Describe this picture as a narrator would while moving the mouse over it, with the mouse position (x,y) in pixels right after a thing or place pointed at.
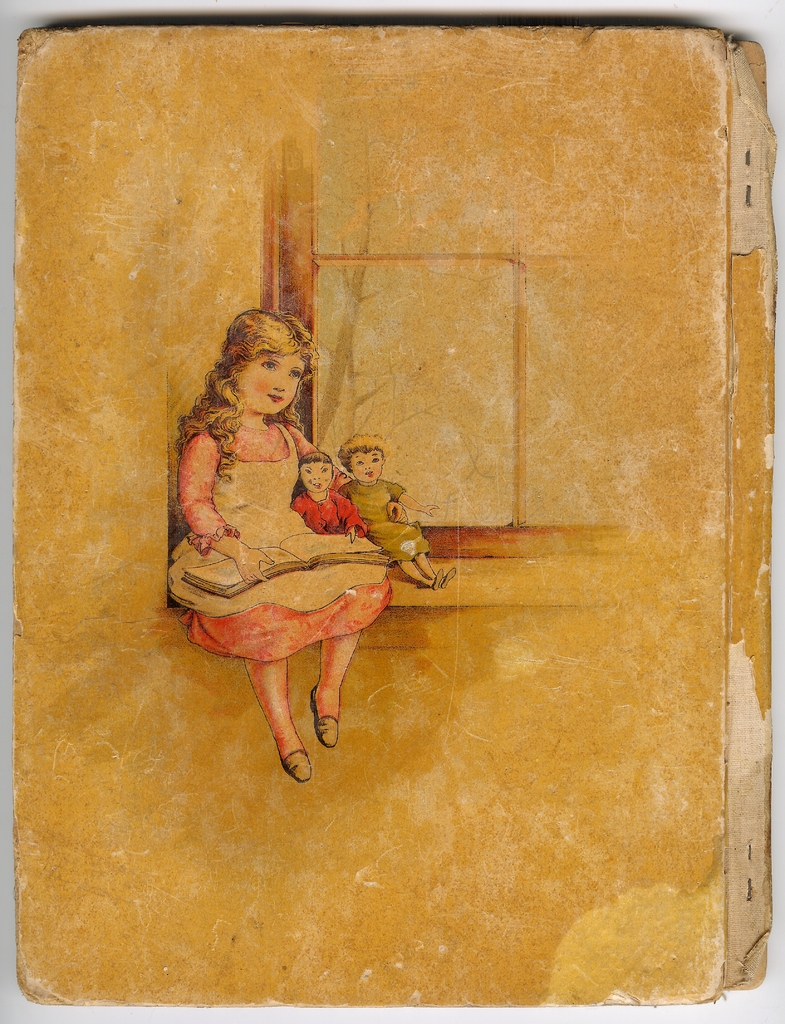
In this picture we can see a cardboard sheet (542,805) with a painting (476,215) of a girl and two dolls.
